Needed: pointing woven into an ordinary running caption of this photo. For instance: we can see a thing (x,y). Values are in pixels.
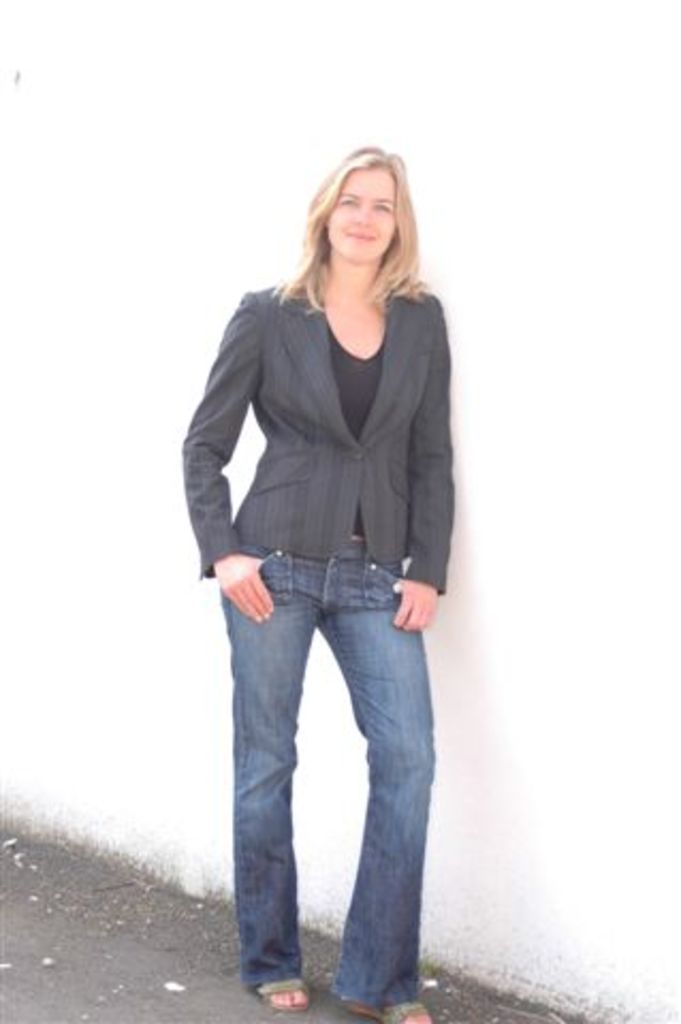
In the front of the image (258,554) I can see a woman (275,743) is standing and smiling. In the background of the image (427,216) there is the wall (416,219).
